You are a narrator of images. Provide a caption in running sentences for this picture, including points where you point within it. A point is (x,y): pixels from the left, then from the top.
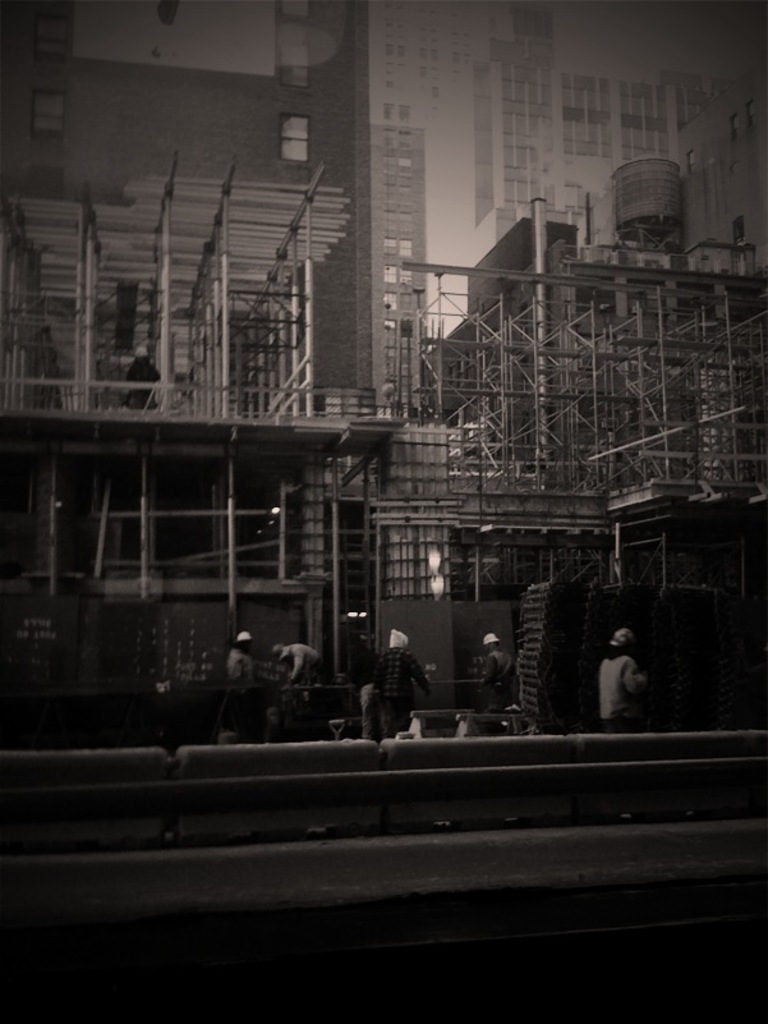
In this image we can see a few buildings (516,43), in front of the buildings (207,113) there are some metal rods (460,421), also we can see few people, lights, windows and road divider (563,766).
